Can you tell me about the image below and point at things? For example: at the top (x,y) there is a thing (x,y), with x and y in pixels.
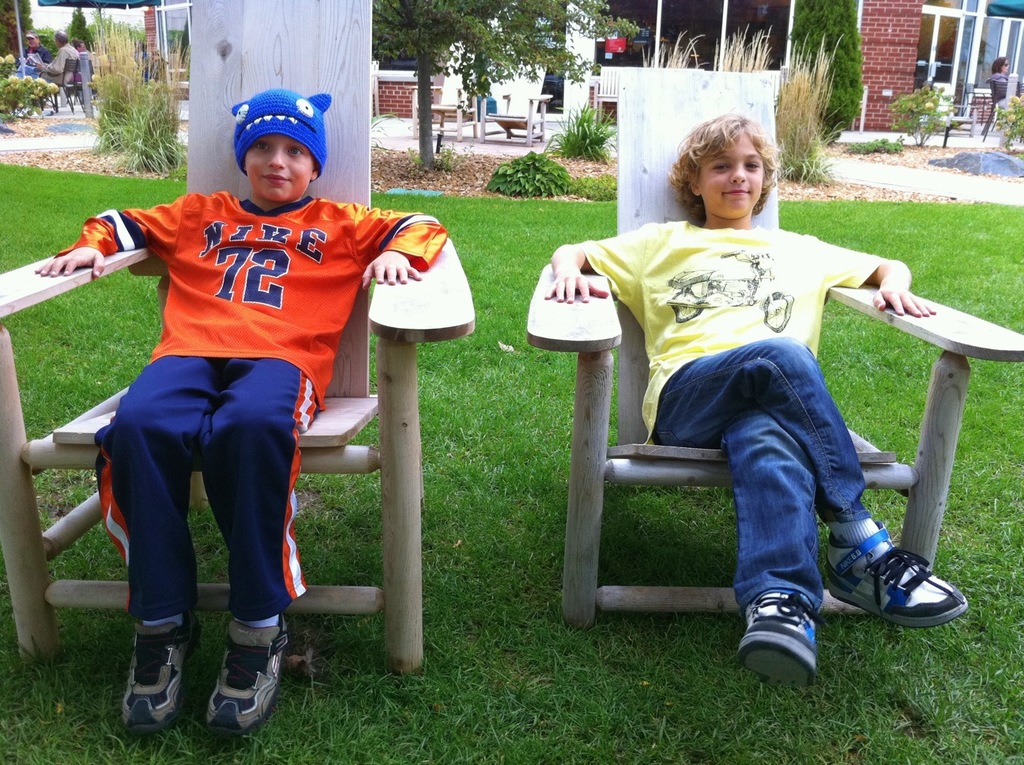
Here two boys (324,398) are sitting on the chairs (390,287). At background (570,143) I can see small plants (535,168), trees (473,92) and bushes (517,176). This looks like a building (866,116) with glass doors (932,53). At background (29,50) I can see few people (60,50) sitting on the chair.
